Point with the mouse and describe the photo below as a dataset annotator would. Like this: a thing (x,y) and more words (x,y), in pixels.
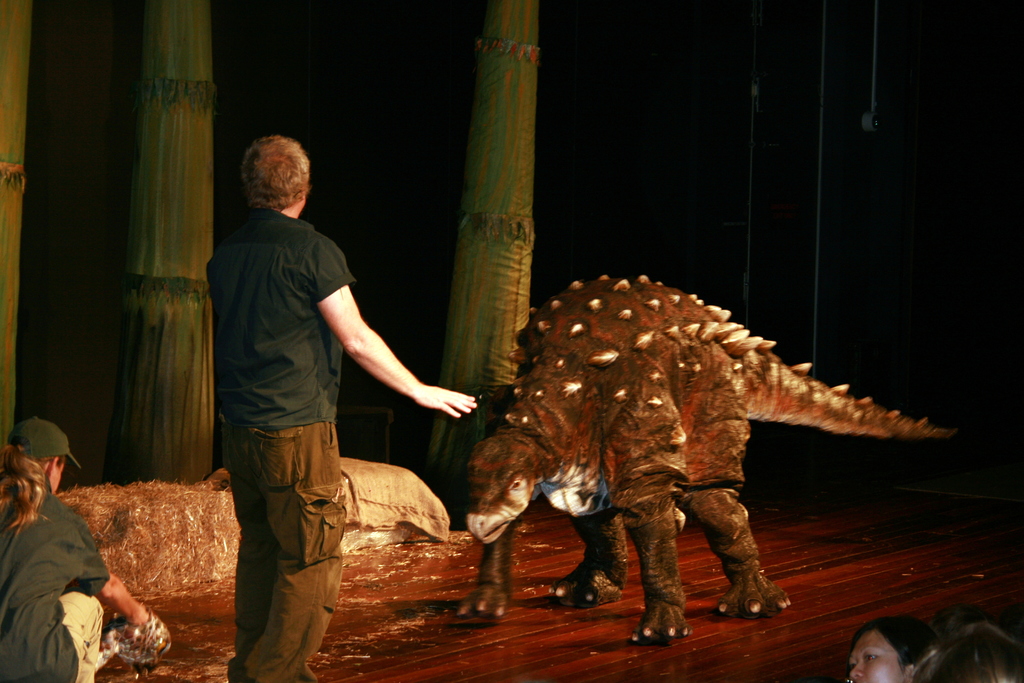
In this image I can see on the left side (223,375) a man (319,361) is there, he wore green color t-shirt (332,357), trouser (306,518). Beside him there is a woman (27,593), she wore a cap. On the right side (686,461) it looks like a dinosaur (609,395).
